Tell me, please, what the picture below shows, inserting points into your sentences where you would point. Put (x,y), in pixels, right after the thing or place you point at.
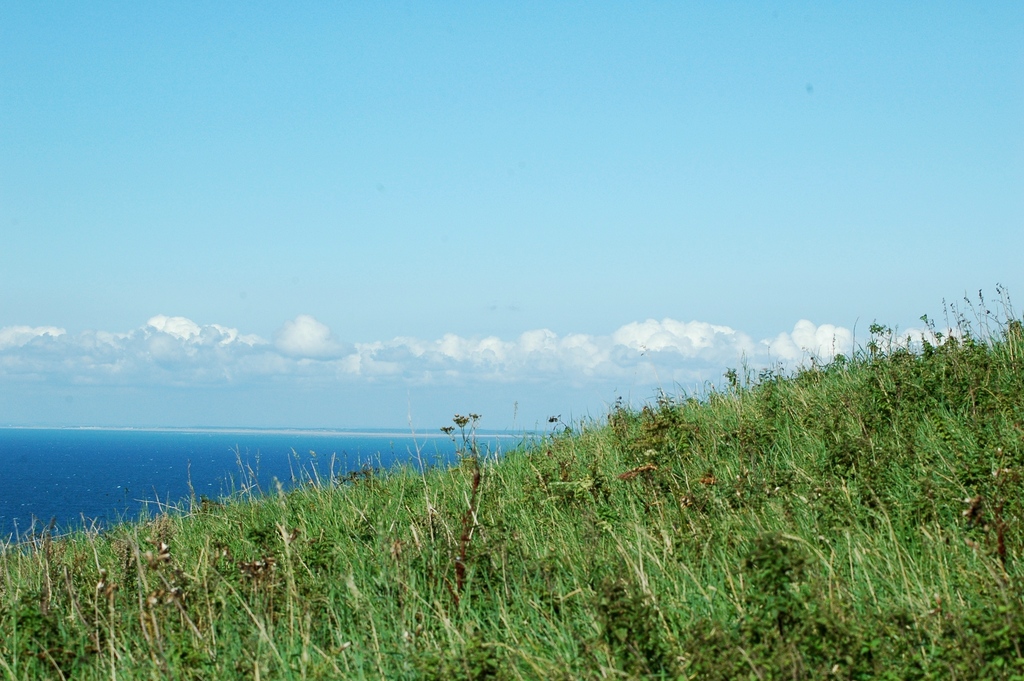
In this image I can see grass (475,596) which is green in color and in the background (331,453) I can see the water (92,482) and the sky (399,181).
